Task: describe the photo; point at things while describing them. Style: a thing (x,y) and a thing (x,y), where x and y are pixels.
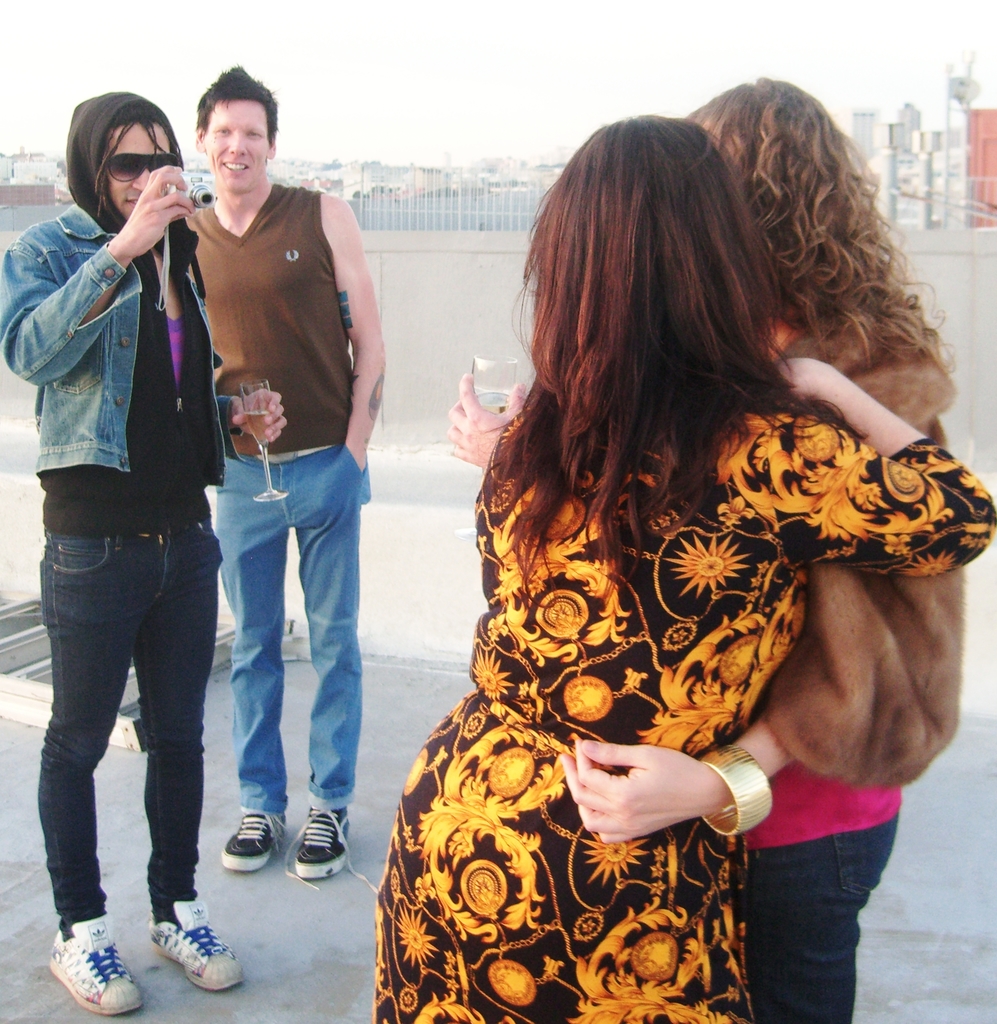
On the left side of the image (139,363) we can see men (139,363) standing on the floor (375,729). On the right side of the image (836,333) we can see women (662,567) standing on the floor (379,746). In the background (460,33) we can see buildings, wall (447,299) and sky (399,142).
